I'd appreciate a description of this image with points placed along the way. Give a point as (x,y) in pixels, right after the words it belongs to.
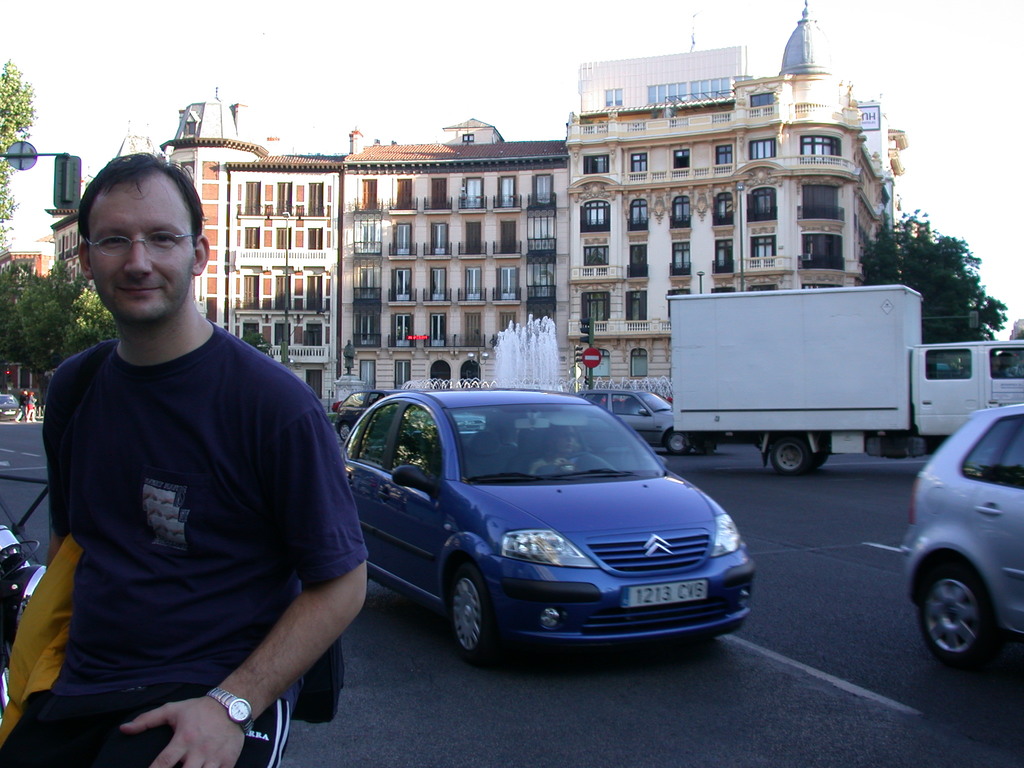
In this picture we can see a man (149,207). He has spectacles (159,244). We can see some vehicles (622,529) on the road (788,692). On the background (66,228) there are some buildings (544,188). And these are the trees (28,120) and there is a sky (397,44).
